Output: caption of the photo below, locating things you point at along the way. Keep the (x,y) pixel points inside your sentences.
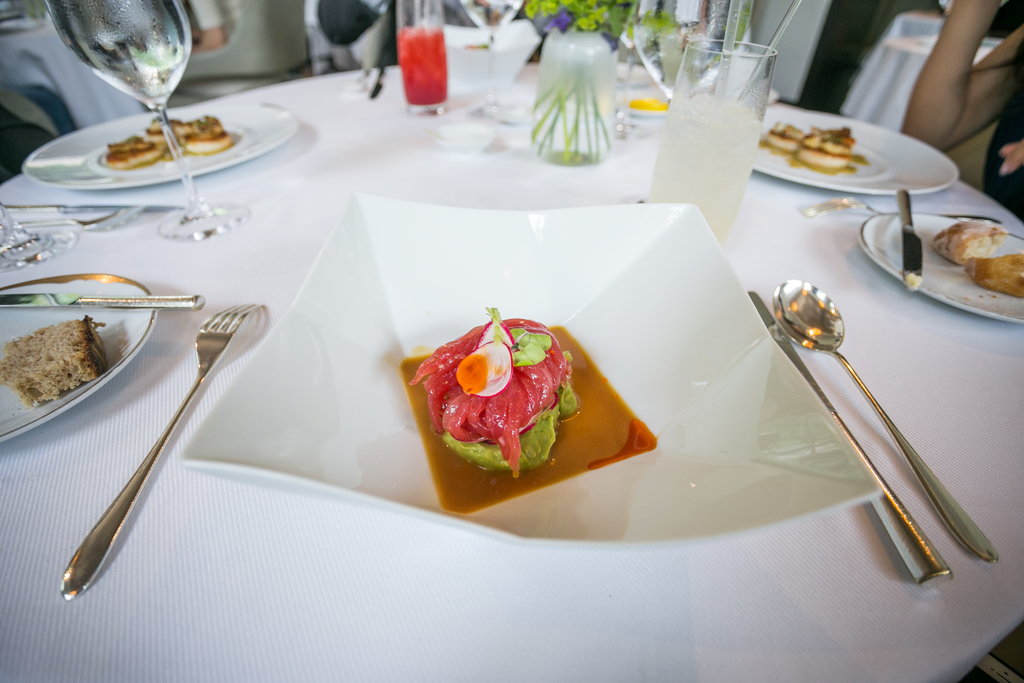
There is a table (193,361) in this picture on which some food items (540,439) were placed in the bowl (340,419), some forks (207,358), plates (68,310), glasses (112,42), jars (547,93) were present. Around the table (440,176), there are some people (946,106) sitting here.
